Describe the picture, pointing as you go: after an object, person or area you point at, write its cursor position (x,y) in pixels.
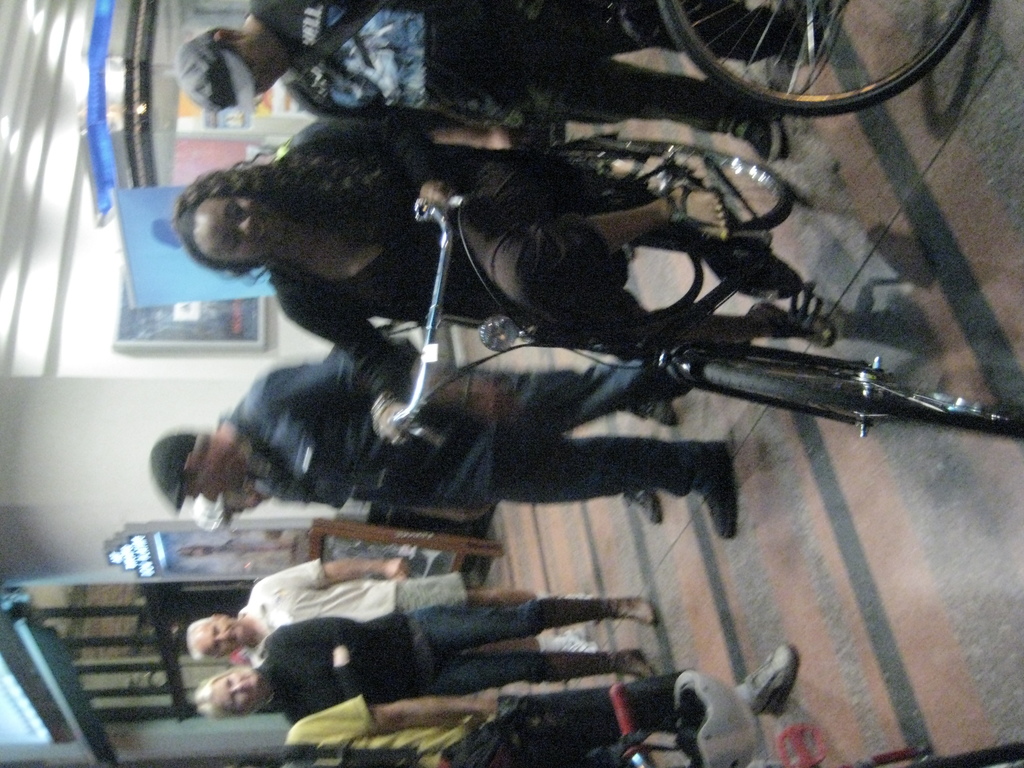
In this image I can see group of people (435,749) standing. In front (402,152) I can see the person (479,259) riding the bicycle (836,381). In the background (69,314) I can see few stalls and the wall (101,421) is in white color.
